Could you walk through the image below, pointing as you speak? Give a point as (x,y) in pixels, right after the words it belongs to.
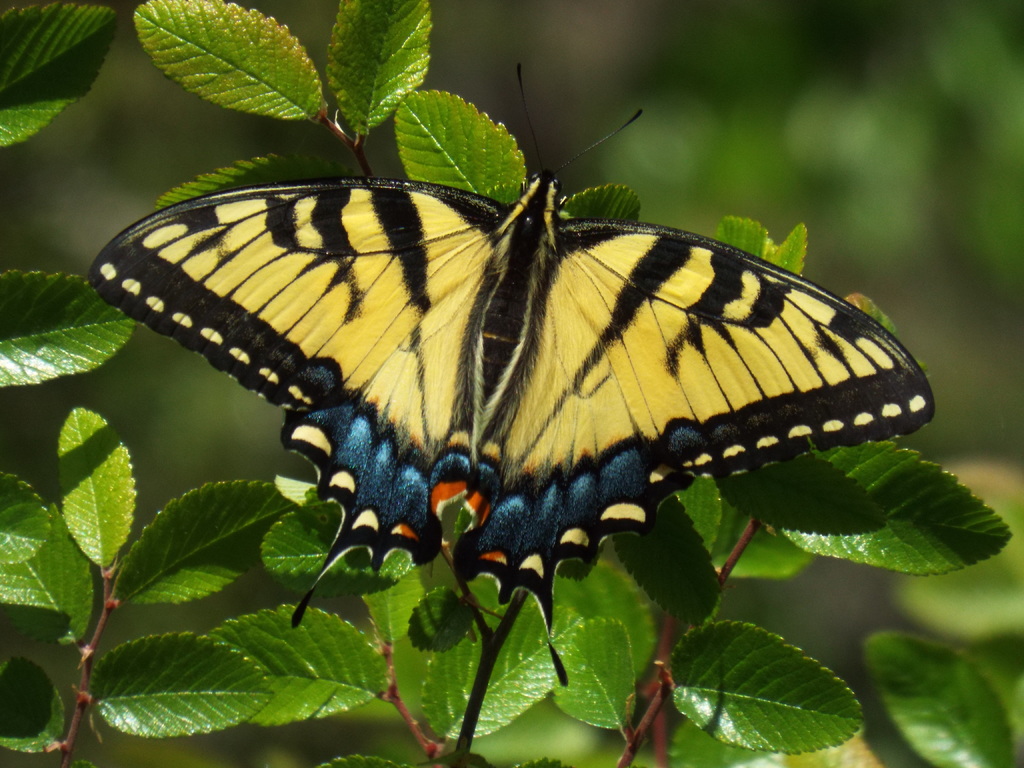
In the picture I can see a butterfly (439,490) which is in yellow, blue and black color is on the plants (635,653). The background of the image (990,649) is blurred.
